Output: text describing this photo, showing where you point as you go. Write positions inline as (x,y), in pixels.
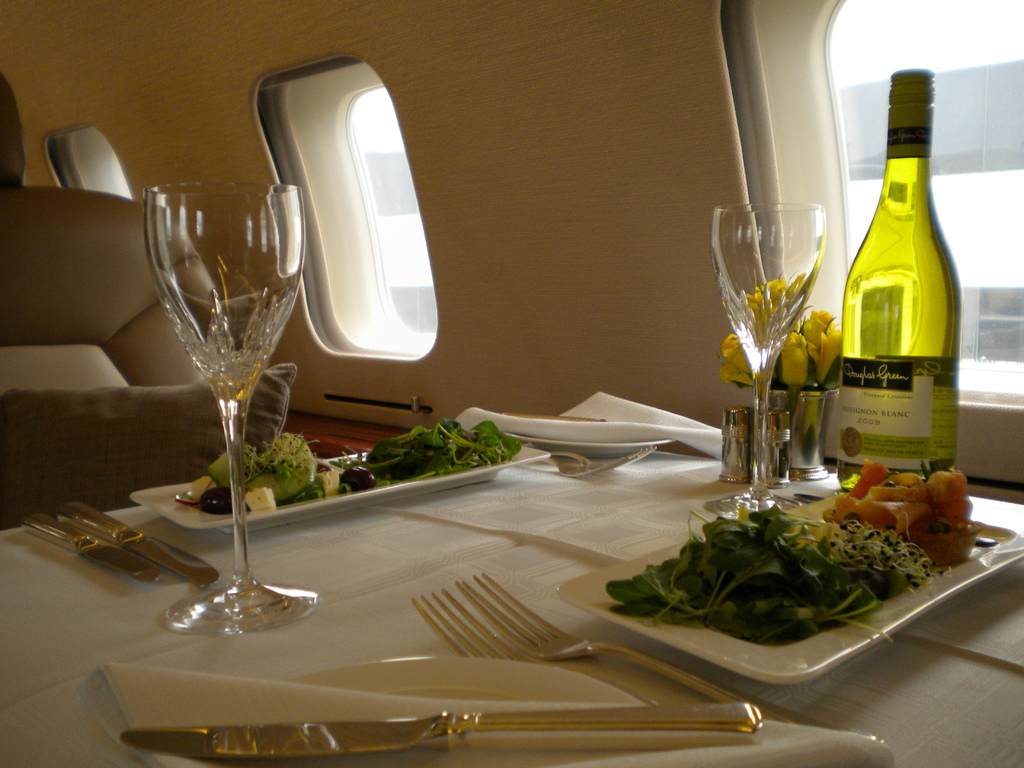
In this image there are glasses (242,199), bottles (895,356), plates (879,593), tissues (313,690) on the table (553,604). This is the picture inside of the aeroplane (478,351). At the back (51,261) there is a seat (59,350) and pillow (138,443) and at the right (967,56) there is a window (979,152).
